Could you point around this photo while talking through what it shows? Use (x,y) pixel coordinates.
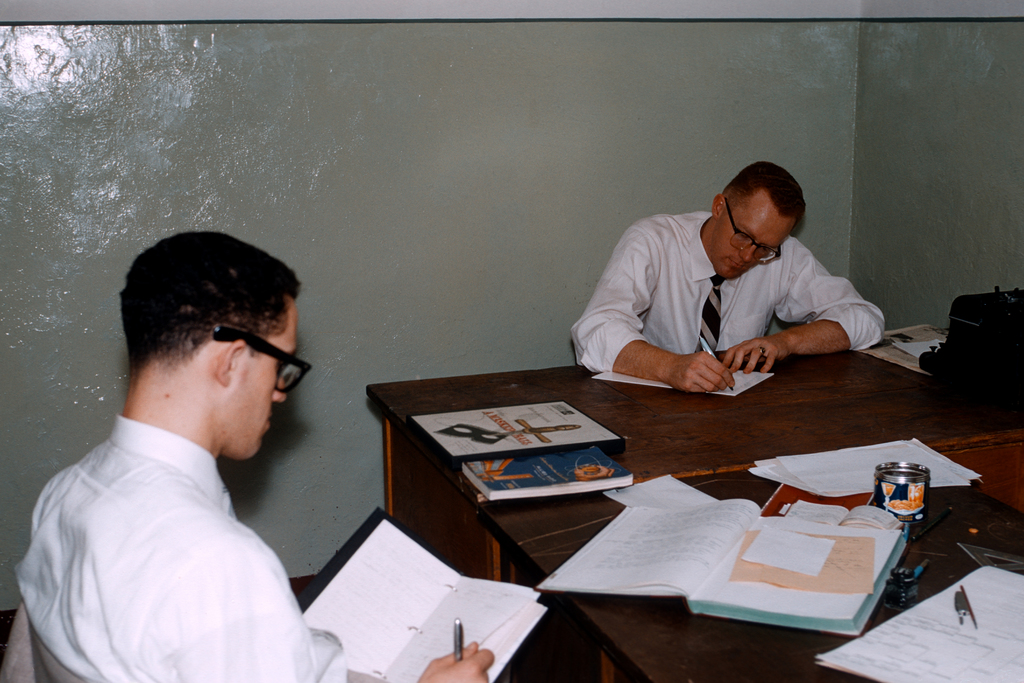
In this image we have man (168,431) sitting in chair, another man (775,172) sitting in the chair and in table (481,573) we have some books (718,558), tin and pen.
